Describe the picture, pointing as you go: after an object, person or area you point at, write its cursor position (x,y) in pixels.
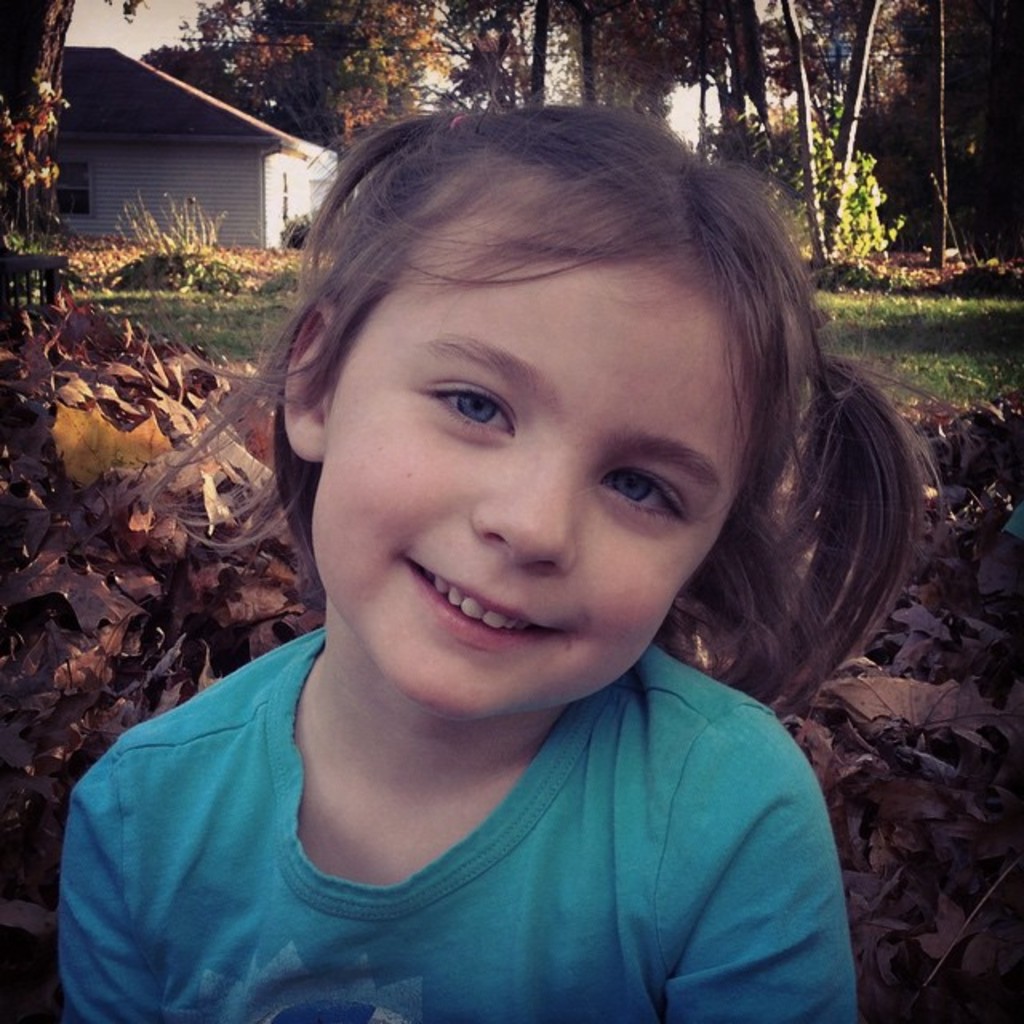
In this image there is a girl (467,793), in the background (197,122) there is grassland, trees (673,29) and a house (178,128).
